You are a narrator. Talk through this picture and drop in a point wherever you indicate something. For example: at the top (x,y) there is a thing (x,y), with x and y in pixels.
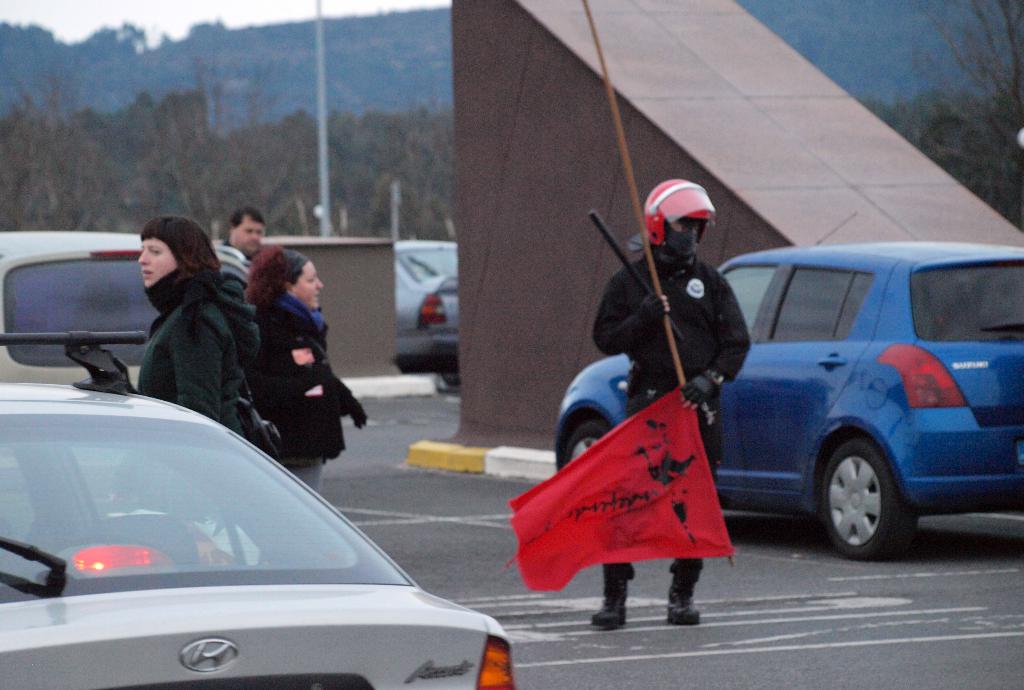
In this image there is a person (666,258) wearing a helmet (666,218). He is standing on the road (667,586). He is holding a flag (651,524) which is having text (683,504). There are vehicles (65,243) on the road (550,605). Left side (314,384) there are people (213,384) on the road (367,510). Right side (708,157) there is a wall (513,297). Behind there is a vehicle (410,279). Background (12,155) there are trees (1,146). Behind there are hills (228,66). Left top there is sky (181,27).
